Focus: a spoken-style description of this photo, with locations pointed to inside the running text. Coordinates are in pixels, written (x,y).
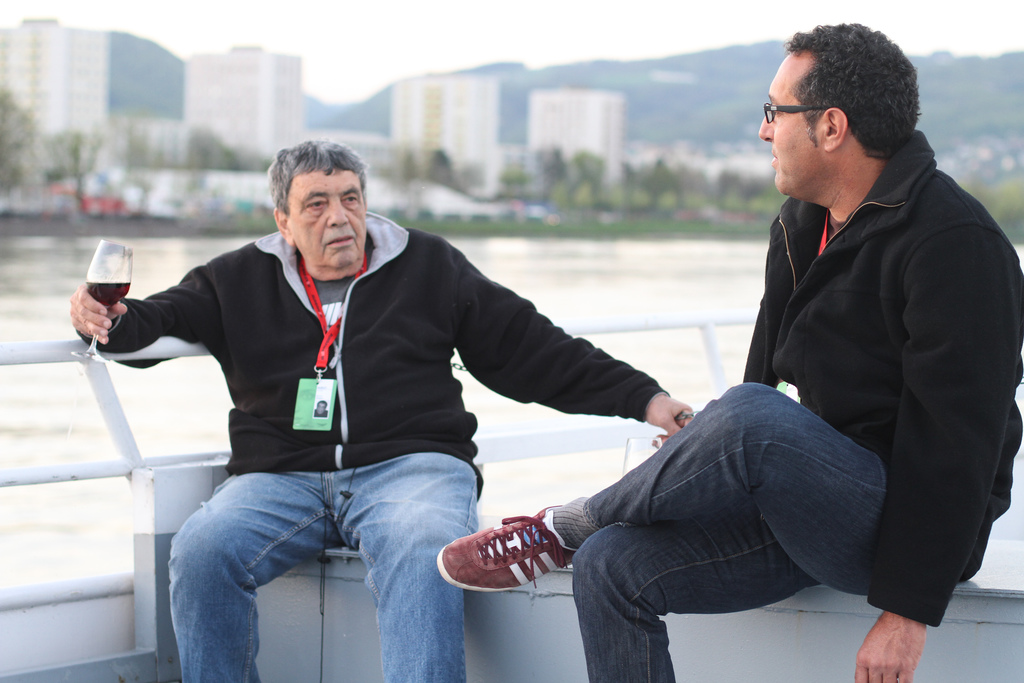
In this image I can see there are two persons (451,471) sitting on bench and one person (458,521) holding a glass (104,287) and in which I can see a drink (114,301) visible in front of the fence (613,323) and there is the lake (601,260) in the middle (613,270), at the top (440,25) there is the sky (321,25), building (96,106), the hill (660,114) and trees (75,140).
